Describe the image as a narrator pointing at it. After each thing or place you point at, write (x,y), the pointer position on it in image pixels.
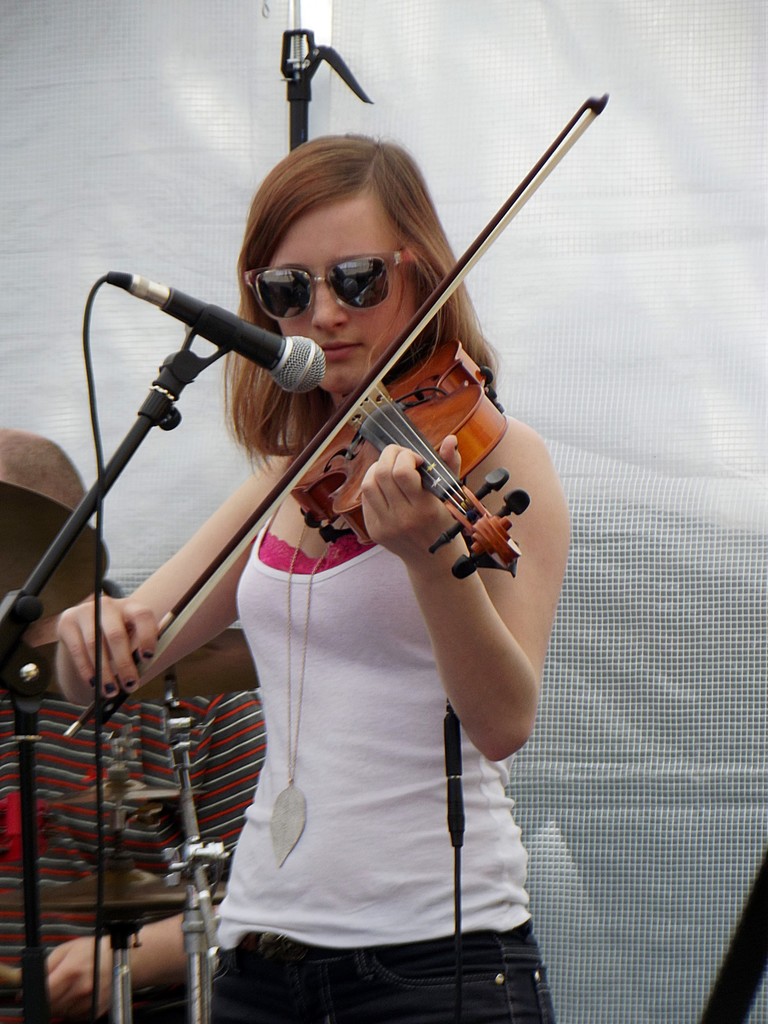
In this image there is a person (304,788) wearing white color dress (340,730) playing violin (331,447) in front of her there is a microphone (175,298).
